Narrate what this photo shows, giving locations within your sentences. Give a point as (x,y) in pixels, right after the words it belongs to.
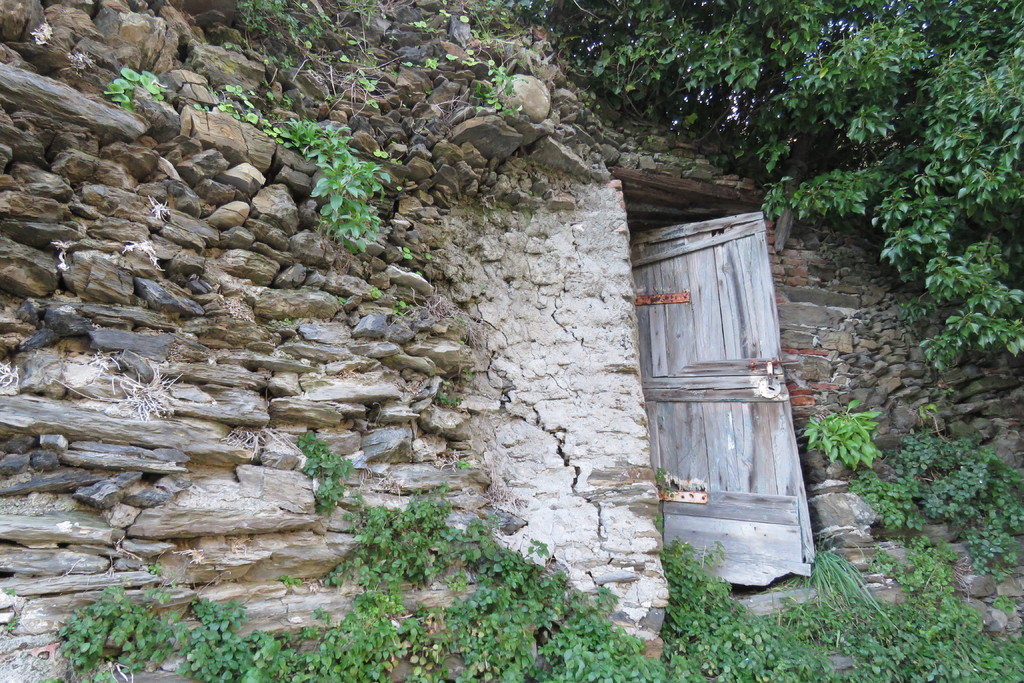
In this picture I can see a stonewall (363,331) and a wooden door (707,436). I can see few plants (354,654) and a tree (845,148) on the right side of the picture (811,155).
